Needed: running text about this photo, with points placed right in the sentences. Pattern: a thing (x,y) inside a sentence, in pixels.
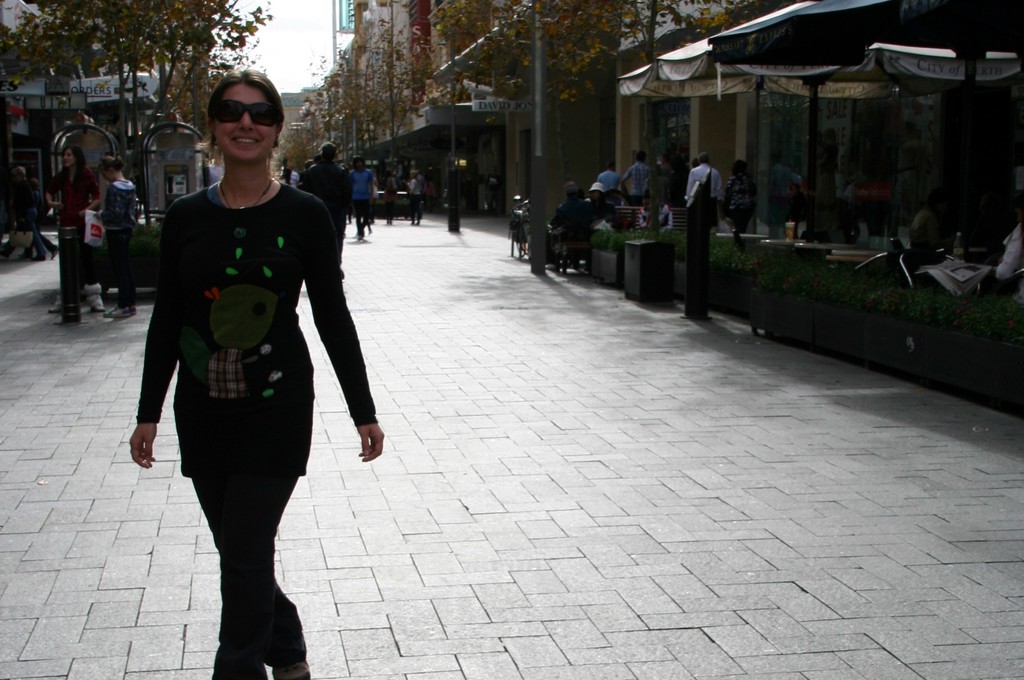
In this image we can see a group of people (247,277) standing on the ground (526,343). We can also see some people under a tent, some plants (816,286), a board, some buildings (568,162), the sign boards (418,70), poles (353,129) and the sky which looks cloudy.
